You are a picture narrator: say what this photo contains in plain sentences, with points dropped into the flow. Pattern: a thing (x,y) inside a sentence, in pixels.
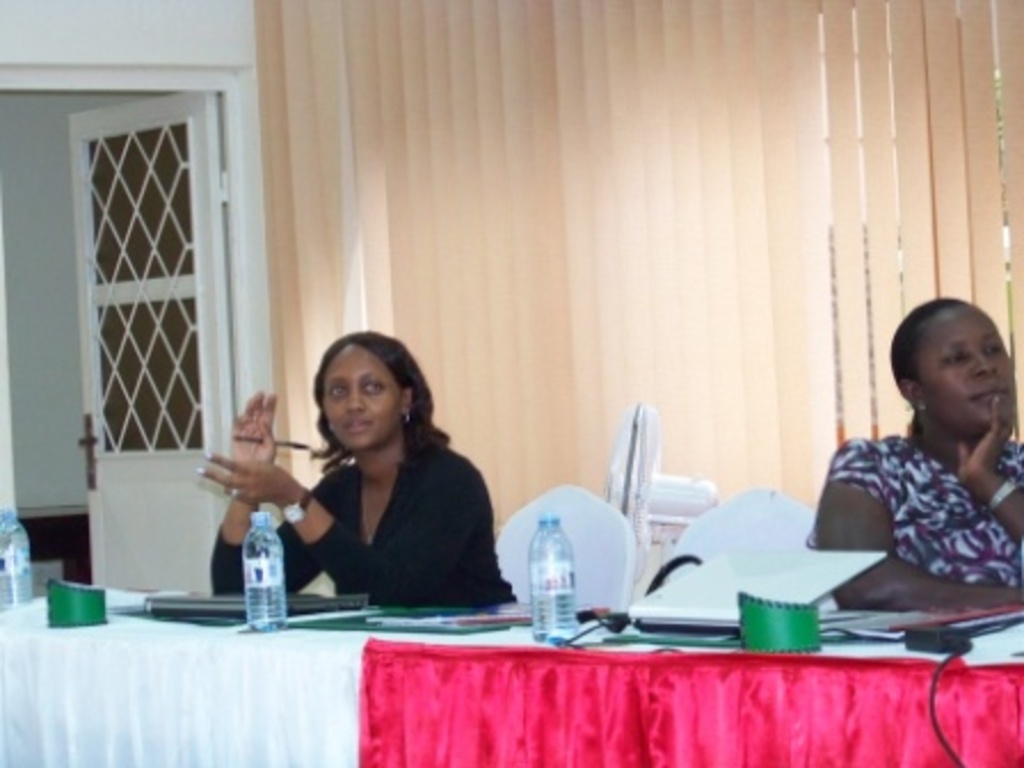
In this image two women (443,438) are sitting on the chairs (601,524). In front of them there is table (846,650). on the table (851,650) there is papers (416,614), bottles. The woman (464,596) in the left (341,561) is wearing a black dress (334,547) and watch (291,506) and holding a pen (278,445). behind them there is window blinds (676,230). On the left side (103,378) there is a door (91,368).
